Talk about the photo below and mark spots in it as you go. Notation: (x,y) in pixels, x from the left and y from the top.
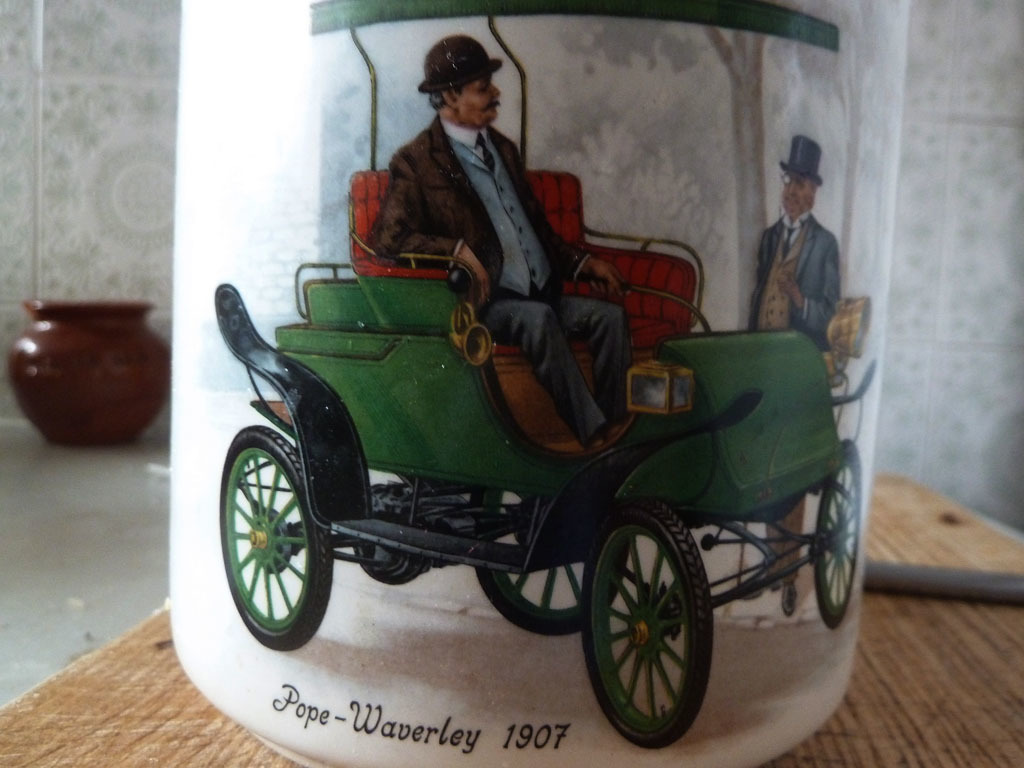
This picture contains a white bottle (296,472) or the cup (284,204) on which the painting (501,233) of the man (505,304) riding the car (709,386) is visible. Beside that, we see the man (775,235) wearing a hat (815,166) is standing. This cup (625,593) is placed on the table (185,707). On the left side (146,399), we see a pot (91,350). In the background (121,194), we see the wall (112,175) which is white in color.
